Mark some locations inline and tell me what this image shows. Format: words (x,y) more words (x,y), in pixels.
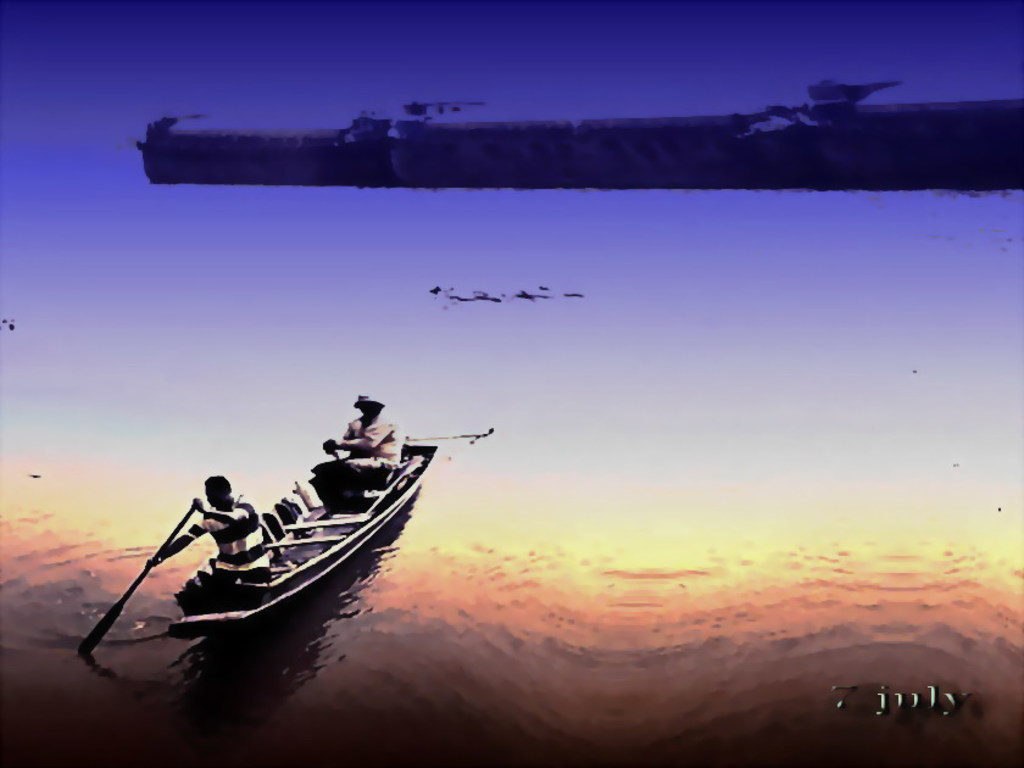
In this image there is water (381,550), there is a boat (323,565), there are two men (390,438) rowing the boat (317,553), there is a wall (804,150) towards the right of the image (856,154), there is text (920,705) towards the bottom of the image (902,699), there is a number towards the bottom of the image (838,699).
